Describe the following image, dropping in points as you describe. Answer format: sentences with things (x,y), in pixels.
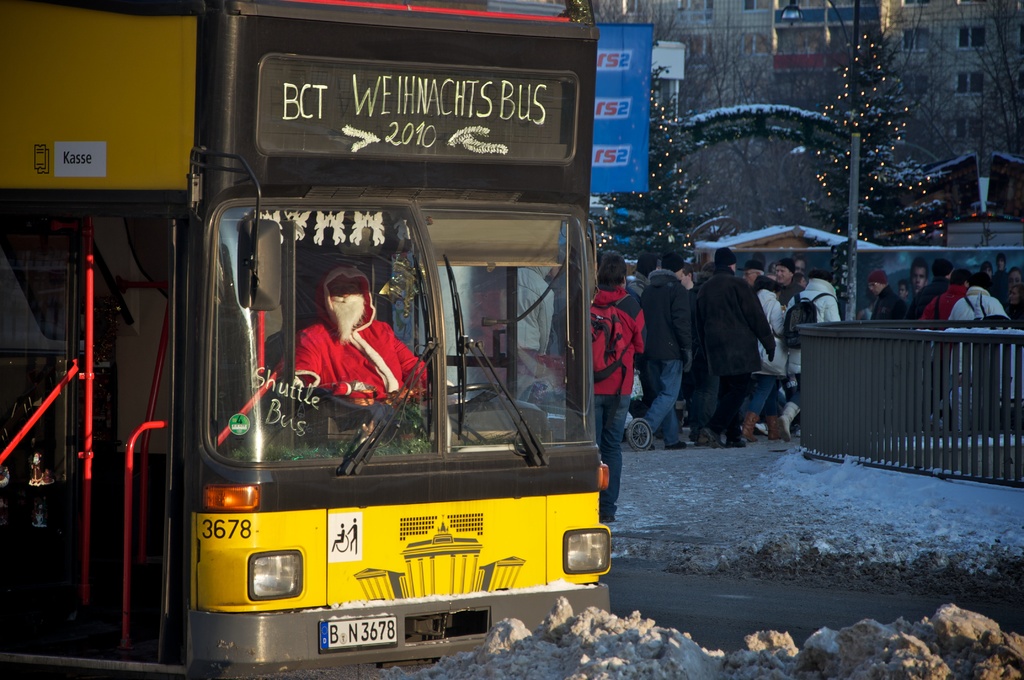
In the image there is a bus (212,545) on the left side (45,377), on the right side (736,301) there are many people (639,327) walking on the road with a fence (883,333) beside them and in the back (899,139) there are buildings (729,31) with trees (684,215) in front of it.
